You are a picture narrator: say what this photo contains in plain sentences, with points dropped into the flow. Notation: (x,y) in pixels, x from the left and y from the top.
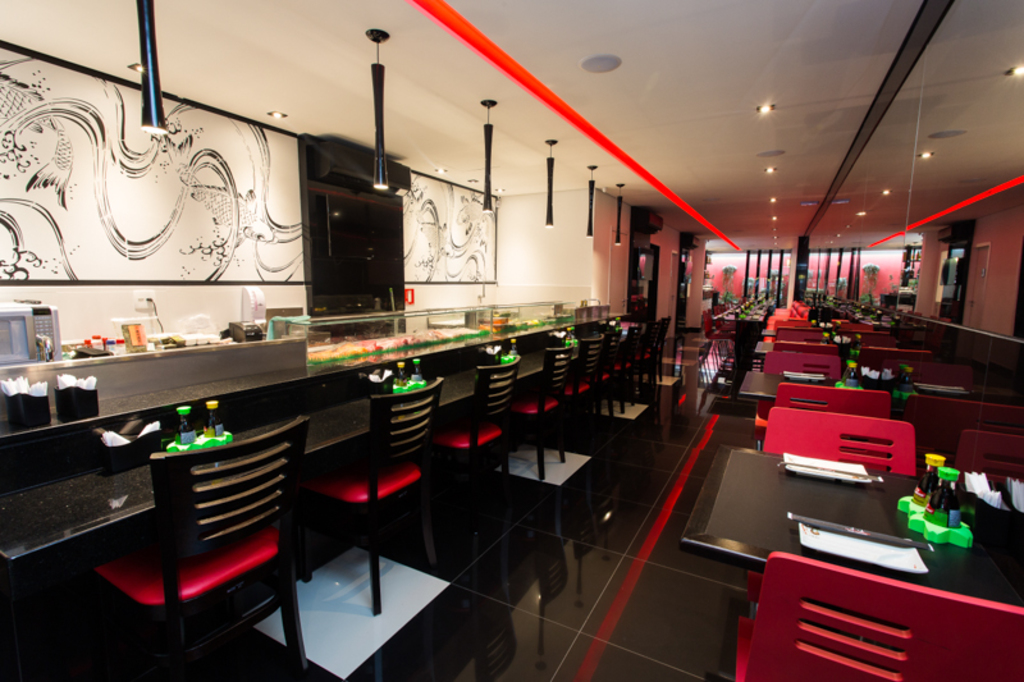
In this image there are chairs (786,425), tables (22,475), tile floor (691,445), designer wall (213,247), lights (154,112) and objects (8,311). On the tables (236,407) there are bottle (947,522), tissue papers (976,486), oven (17,329) and things (483,338).
